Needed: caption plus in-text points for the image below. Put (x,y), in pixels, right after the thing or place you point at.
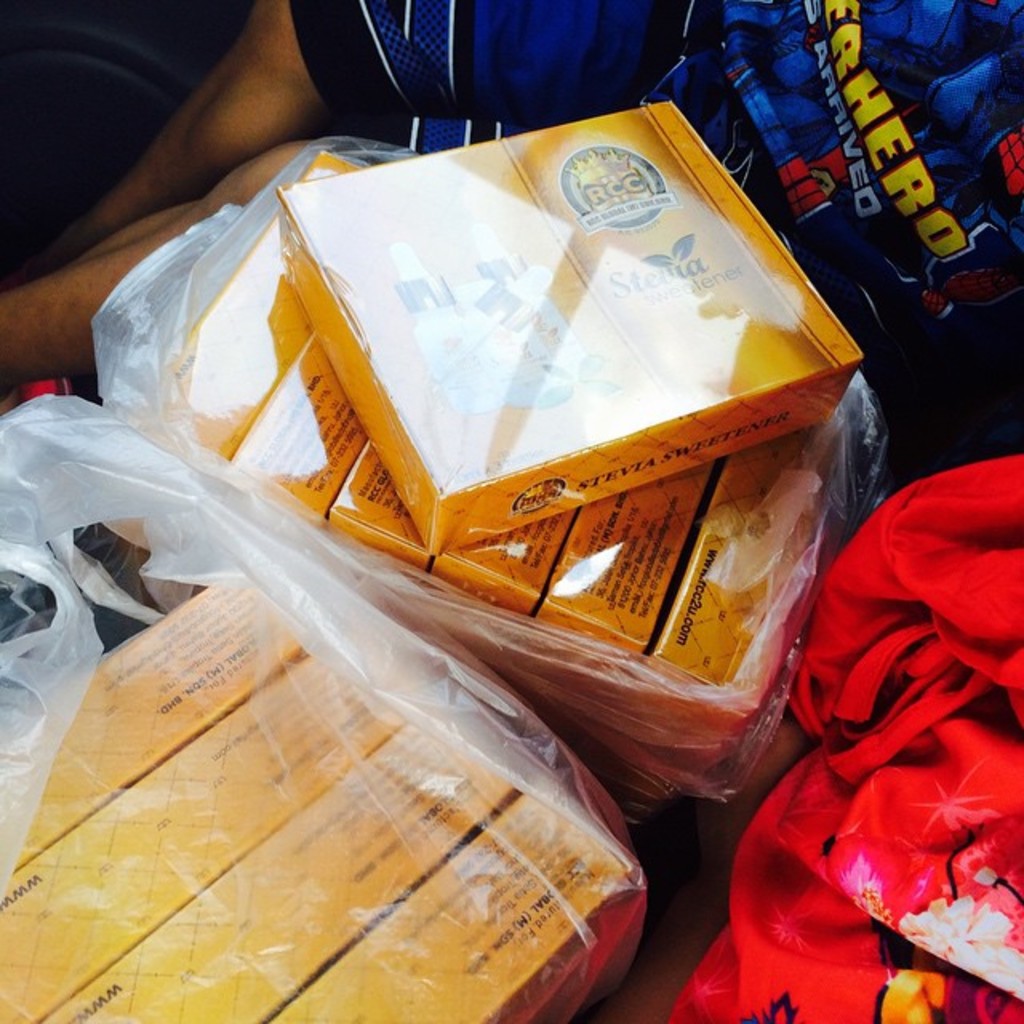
In the image in the center (584,570), we can see boxes (392,551), plastic covers (392,595) and one cloth (837,697). In the background (79,308) we can see one person (331,123) sitting.
